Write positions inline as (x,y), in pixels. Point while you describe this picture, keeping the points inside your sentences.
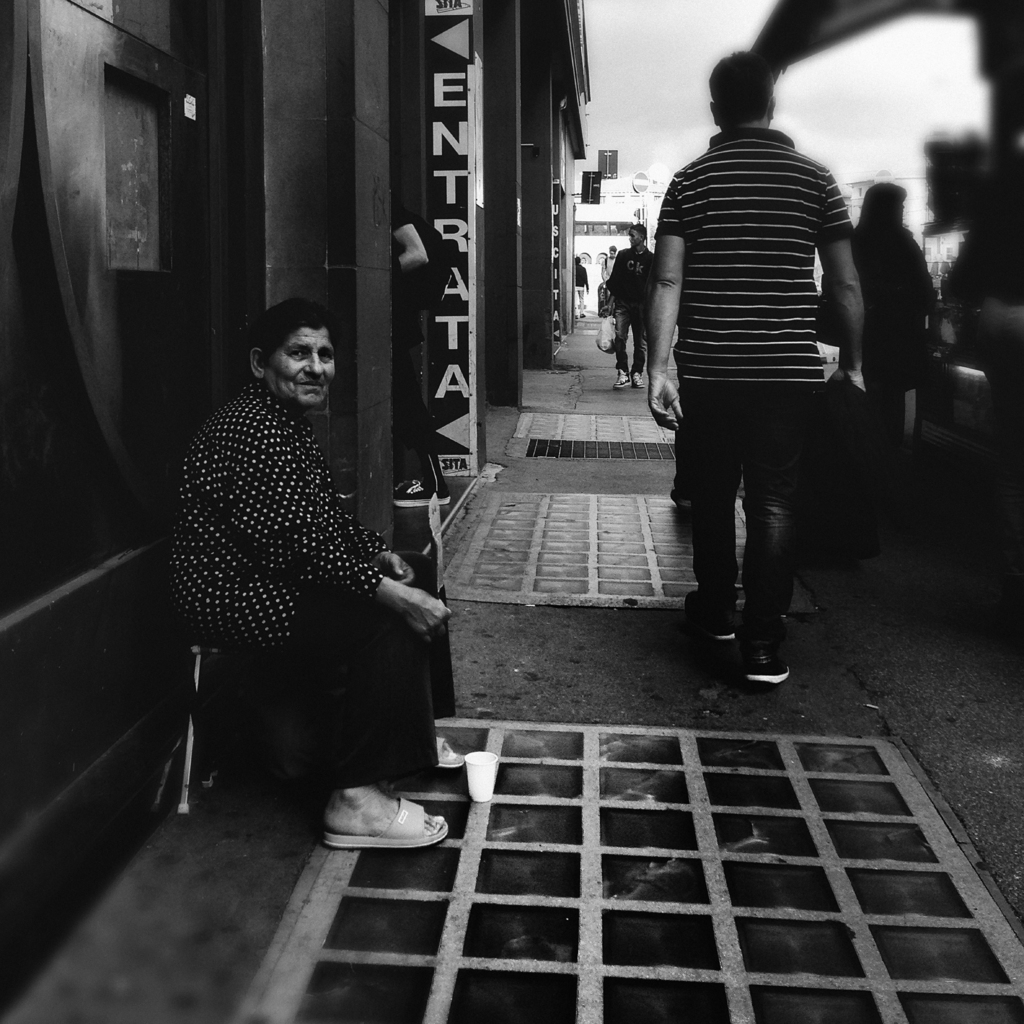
It is a black and white picture. On the left side of the image (283,585), we can see one glass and one person (368,651) is sitting. In the background (513,91), we can see buildings (387,201), few people (815,372) are walking, few people (716,270) are holding some objects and a few other objects (1017,157).
